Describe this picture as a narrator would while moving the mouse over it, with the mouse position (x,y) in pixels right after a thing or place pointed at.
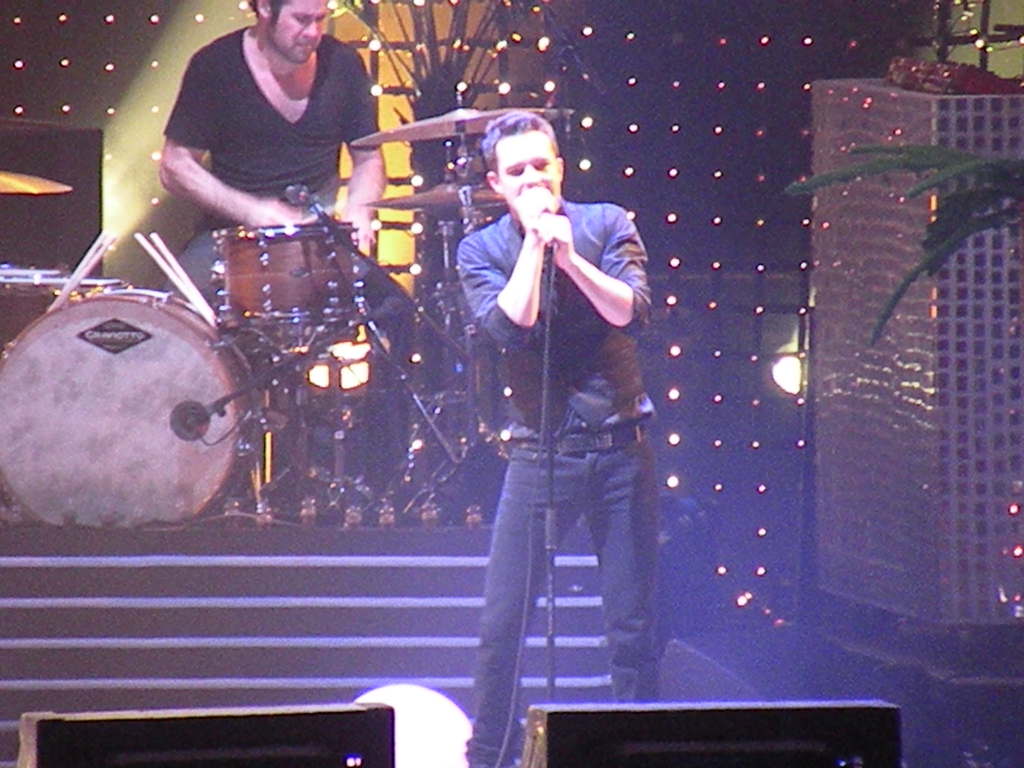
In this image, There are two speakers (140,763) in the bottom of the image (310,763), In the middle of the image (615,500) there is a man (604,542) who is standing and holding a microphone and he is singing a song, In the background (282,465) there are some music instruments (244,361) And there is a person (222,216) sitting and using a music drum (295,254) and there are lights (668,175) in yellow color, In the right side of the image (945,226) there is a green color plant (956,220).
